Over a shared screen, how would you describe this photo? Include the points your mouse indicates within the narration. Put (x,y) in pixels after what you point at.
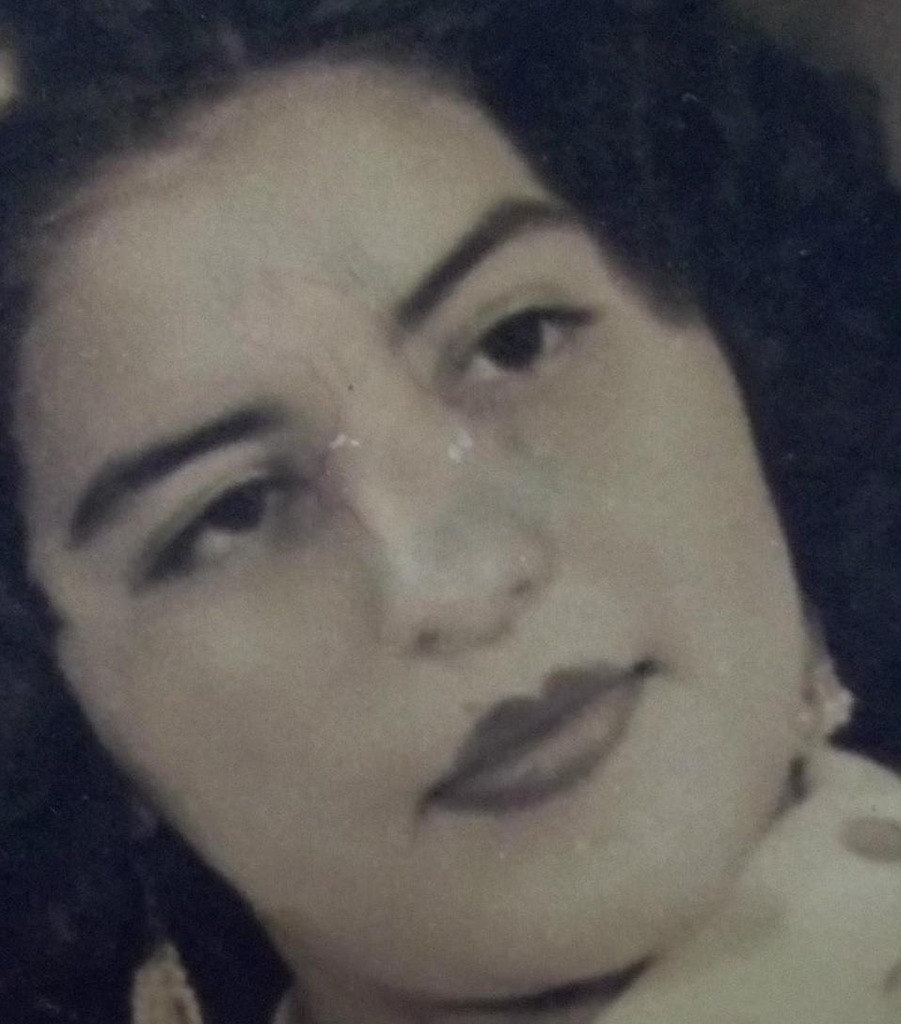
In this image we can see a lady (518,628).
